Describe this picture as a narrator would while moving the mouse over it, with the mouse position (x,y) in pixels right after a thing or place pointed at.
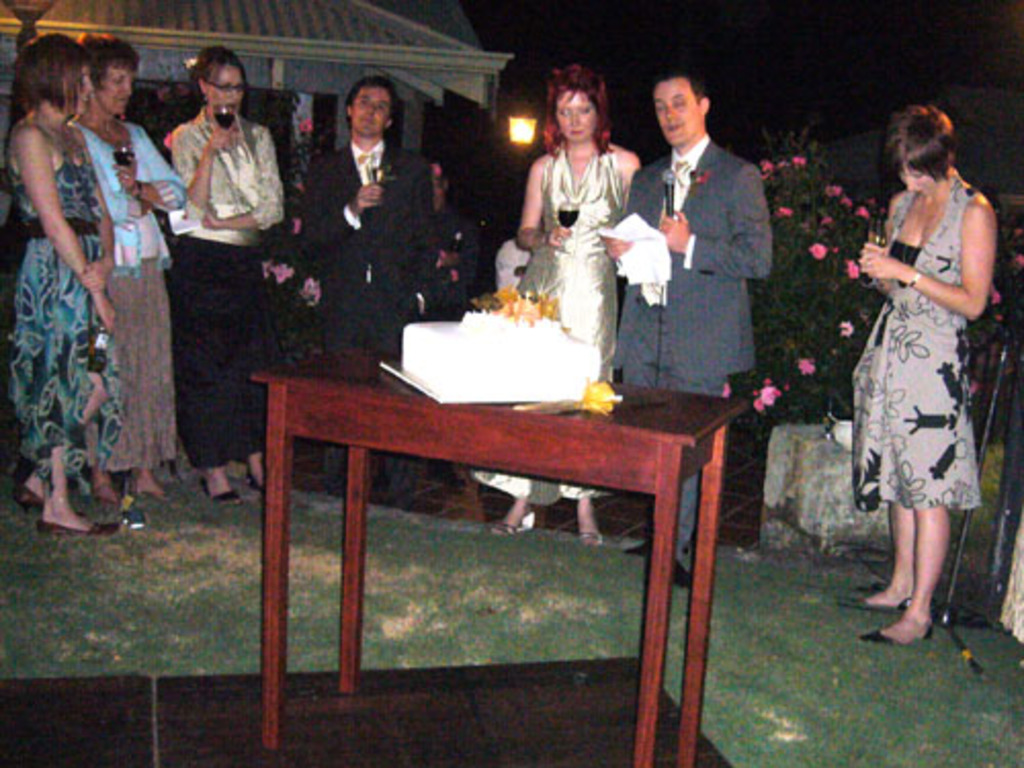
In this image I can see number of people (562,168) Standing and holding glasses (226,112) in their hands (623,243), I can see a table (639,402) in front of them on which I can see a cake (515,371). In the background (811,238) I can see few trees (811,268), a building (391,43) and the dark Sky (760,58).
